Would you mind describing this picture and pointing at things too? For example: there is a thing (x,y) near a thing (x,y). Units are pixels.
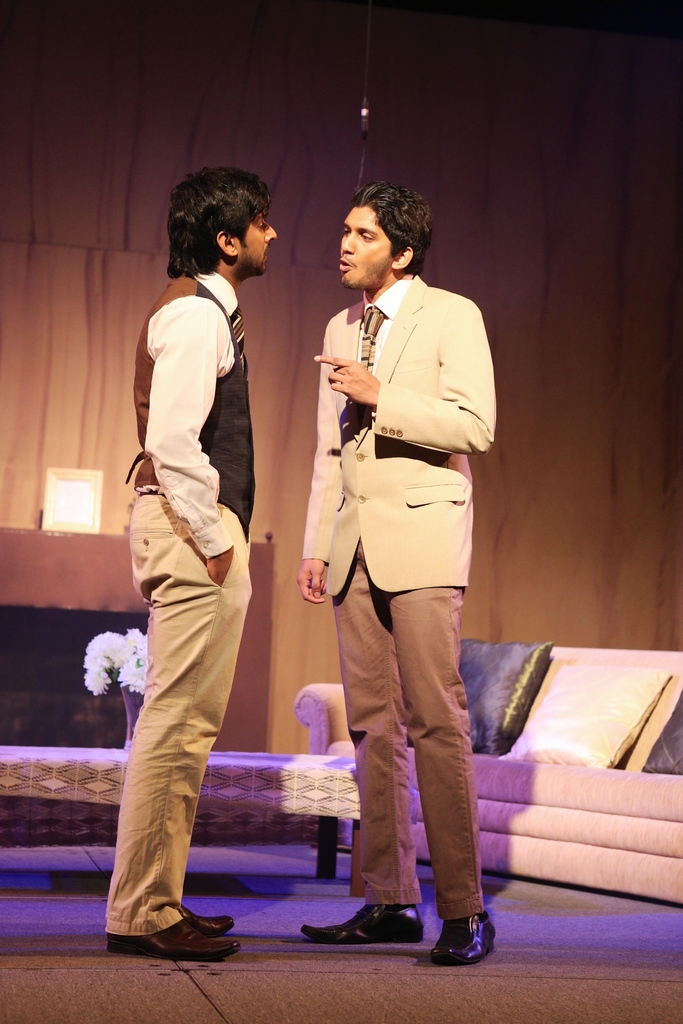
In the picture we can see two men (420,788) are standing and arguing with each other, they are wearing a vest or blazer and tie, behind them, we can see a sofa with pillows (523,752) on it and behind it we can see a wall (121,122).
